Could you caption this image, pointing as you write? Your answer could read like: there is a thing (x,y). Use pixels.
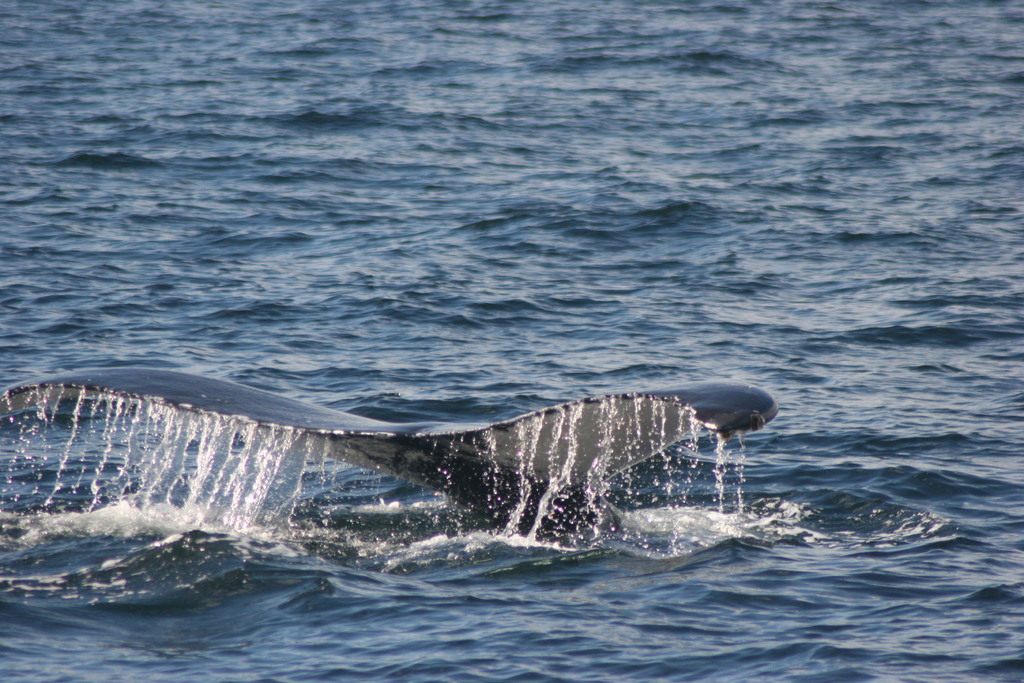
In this image, we can see a whale tail (478,436) in the water (630,476).
